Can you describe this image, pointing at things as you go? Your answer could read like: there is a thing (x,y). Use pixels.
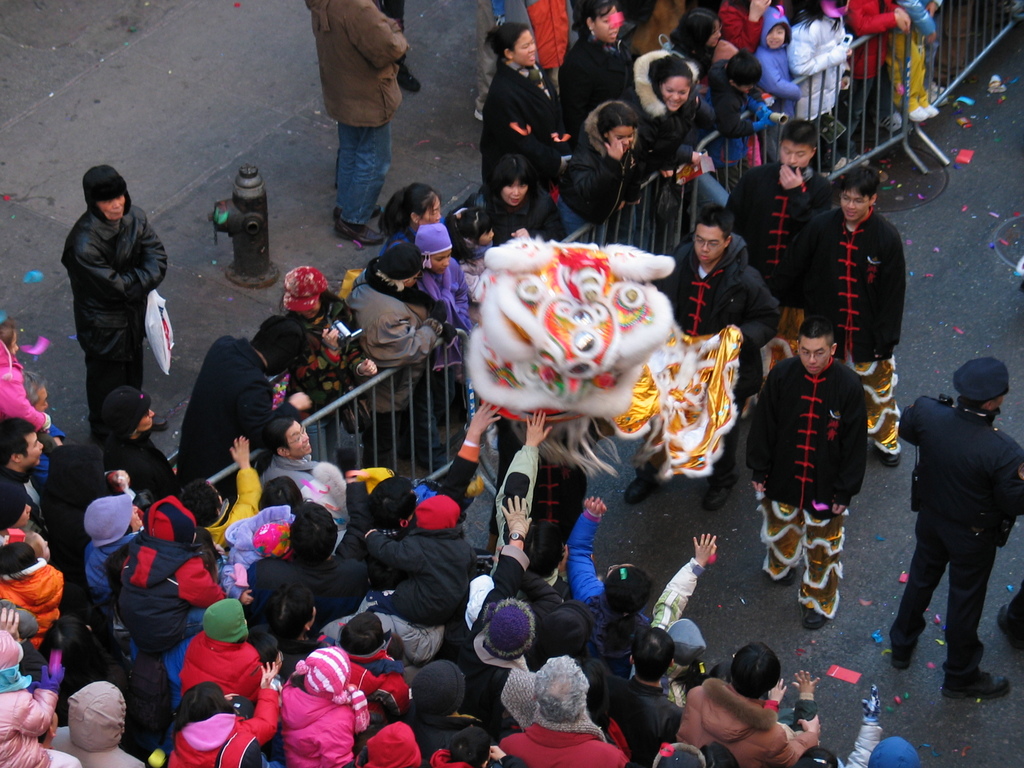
In this image I can see people (848,193) standing, few people (791,368) are holding an object (524,370), there is a fence (942,96) in the center (390,441).
